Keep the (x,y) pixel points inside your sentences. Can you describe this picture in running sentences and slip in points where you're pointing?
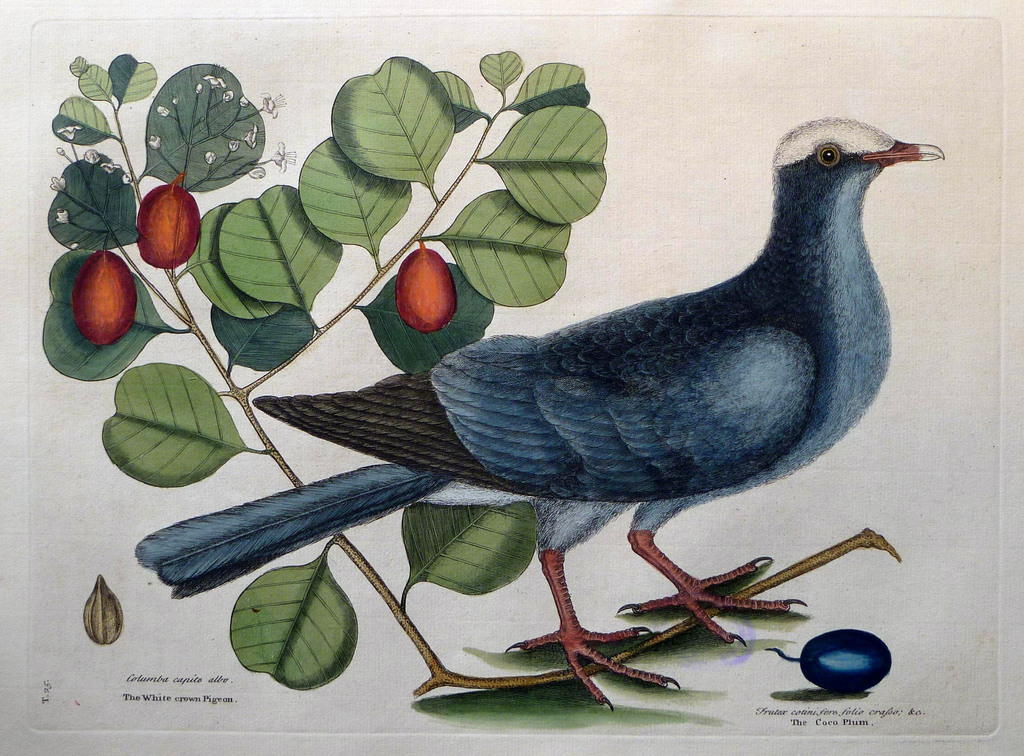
Here in this picture we can see a chart (217,533) present, on which we can see a drawing (617,407) of a bird (665,501) and we can see branches (254,340) of a plant (254,292) with some fruits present on it over there.
